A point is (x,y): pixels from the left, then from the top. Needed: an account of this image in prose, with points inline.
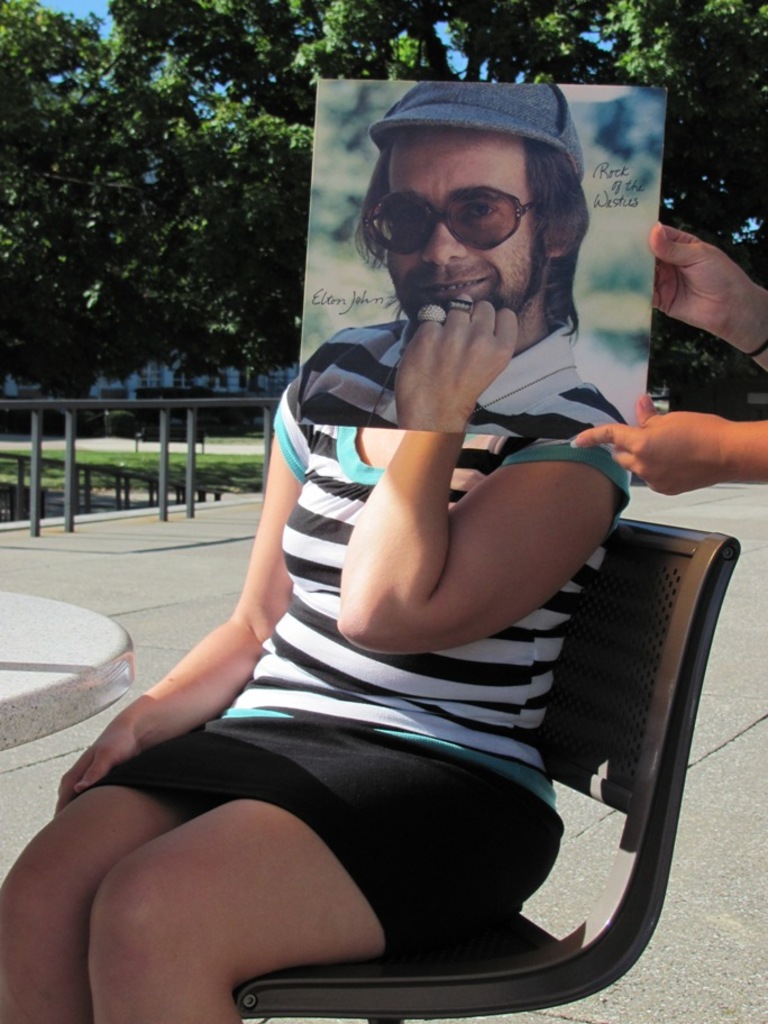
Here I can see a woman (280,786) is sitting on a chair (623,736). On the right side (695,278), I can see a person's hands (682,428) holding a photo frame (459,175). On the left side (58,671) there is a table (46,671). In the background (118,479), I can see some trees (164,222) and some poles (164,428).
